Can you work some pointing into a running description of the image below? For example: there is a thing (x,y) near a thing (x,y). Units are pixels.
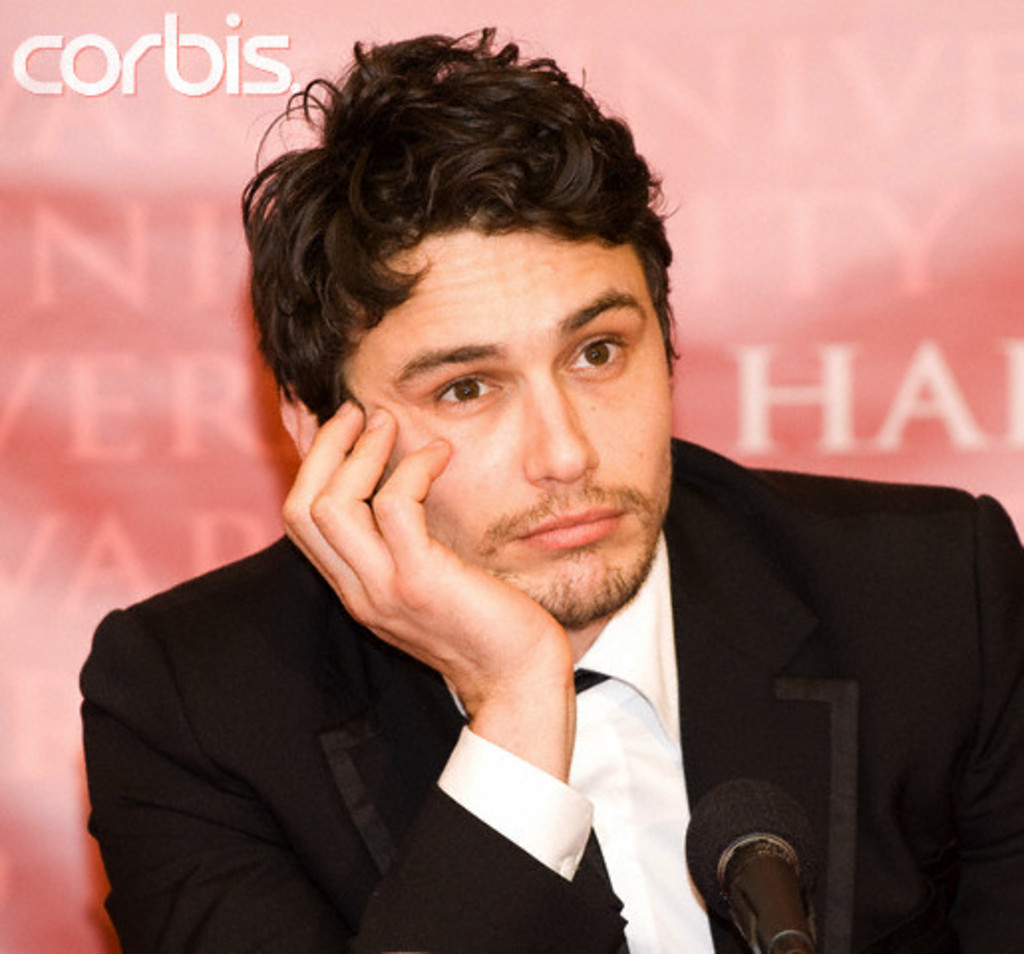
In this picture there is a boy (659,450) in the center of the image (500,375) and there is a mic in front of him, there is a poster (637,104) in the background area of the image (72,320).
